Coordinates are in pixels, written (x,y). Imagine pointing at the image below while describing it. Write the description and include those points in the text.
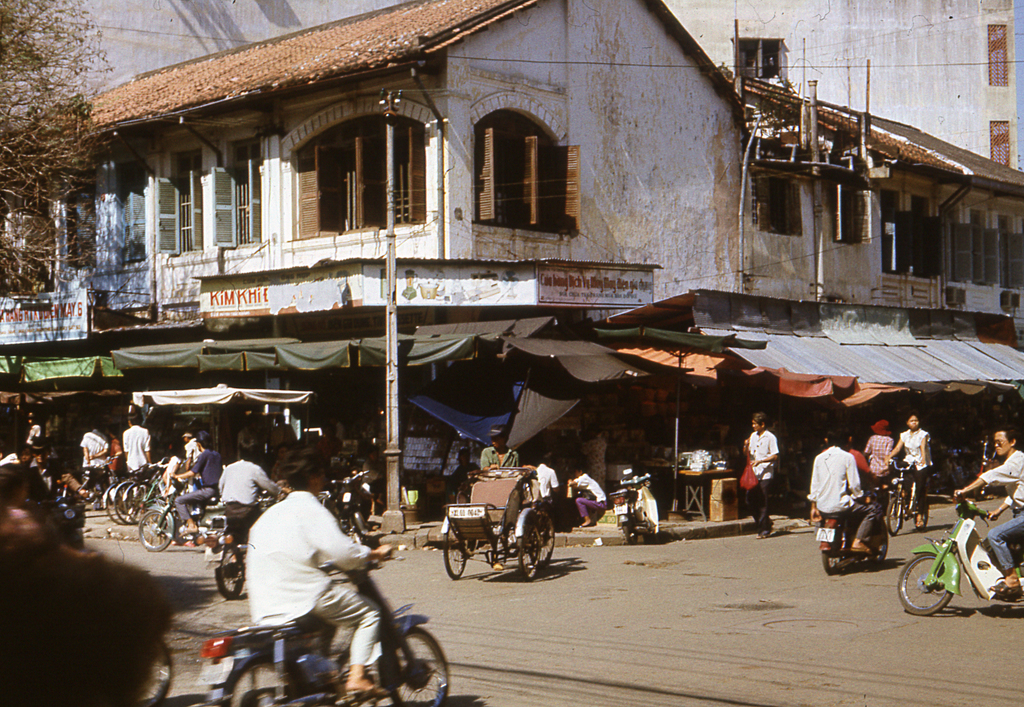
In this image there are buildings (321,134) and we can see people (119,442). At the bottom (443,655) there are vehicles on the road (532,622). On the left (30,239) there is a tree (3,141) and we can see boards (647,279). There are tents (181,396) and we can see wires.
